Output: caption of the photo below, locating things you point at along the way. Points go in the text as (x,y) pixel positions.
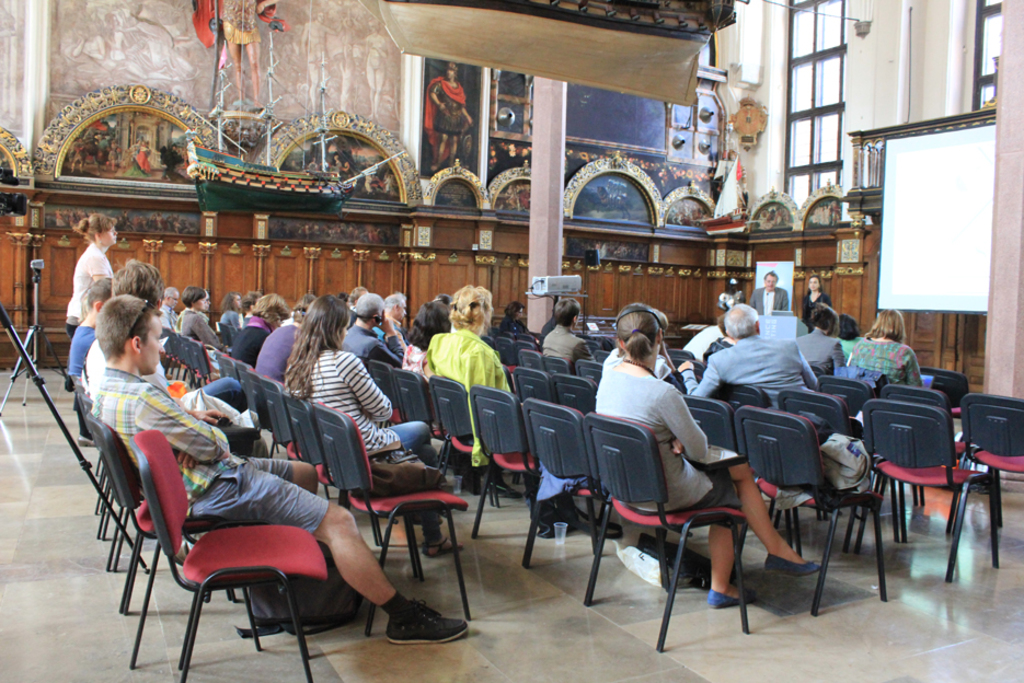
In a room (41,191) there is a antique painting (10,164) on the wall (830,253) with beautiful painting (636,143) and on the opposite side there is a pillar (534,302) and a projector box (547,279) placed and a screen (960,306) adjacent to that. On the floor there are lot of chairs (994,438) placed and people (115,314) are sitting on it listening to person (759,293) speaking to them.
